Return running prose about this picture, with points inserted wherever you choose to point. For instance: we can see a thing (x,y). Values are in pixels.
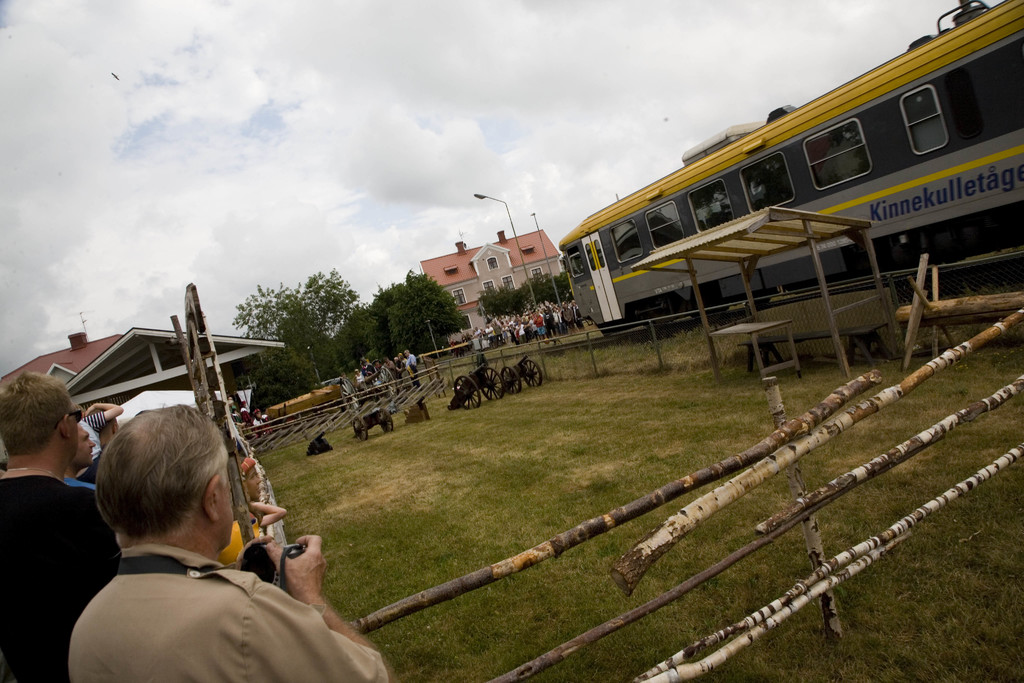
In this image in front (685,500) there is a wooden fence (665,503). There are tables (824,334), cannons (529,376). There are people (56,488) standing on the grass (931,616). On the right side of the image (948,165) there is a vehicles (709,212). At the background of the image (465,298) there are buildings (447,281), trees (292,305), street lights (536,222) and sky (358,73).
